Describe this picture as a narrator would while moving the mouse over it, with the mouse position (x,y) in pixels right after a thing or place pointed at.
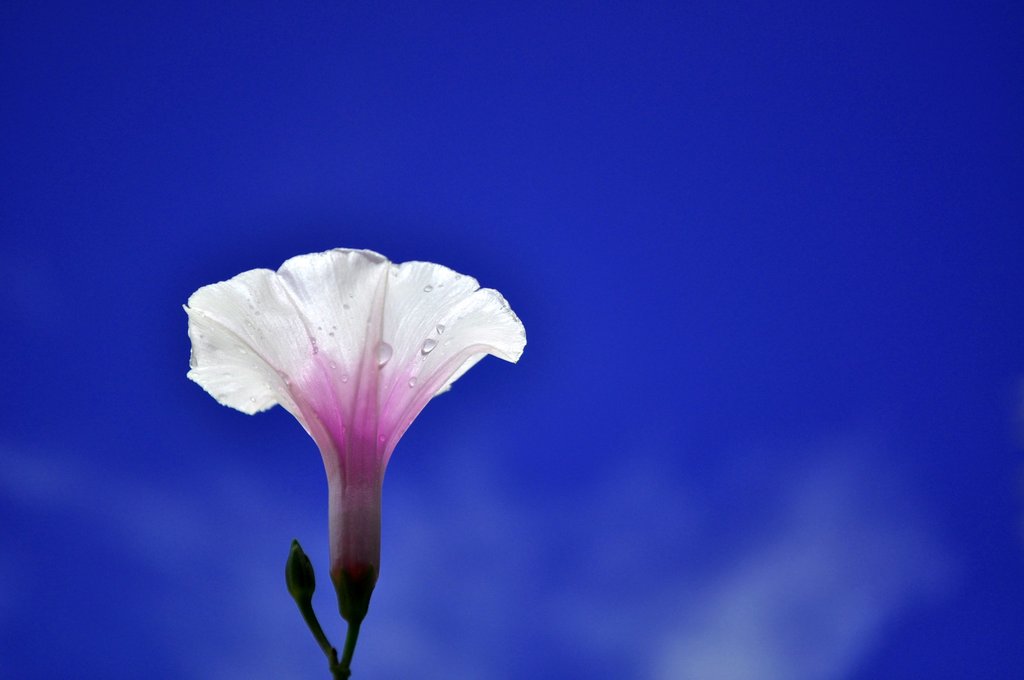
In this image I can see the flower (363,390) and the bud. I can see the flower (355,430) is in white and pink color. I can see the blue color background (638,659).
